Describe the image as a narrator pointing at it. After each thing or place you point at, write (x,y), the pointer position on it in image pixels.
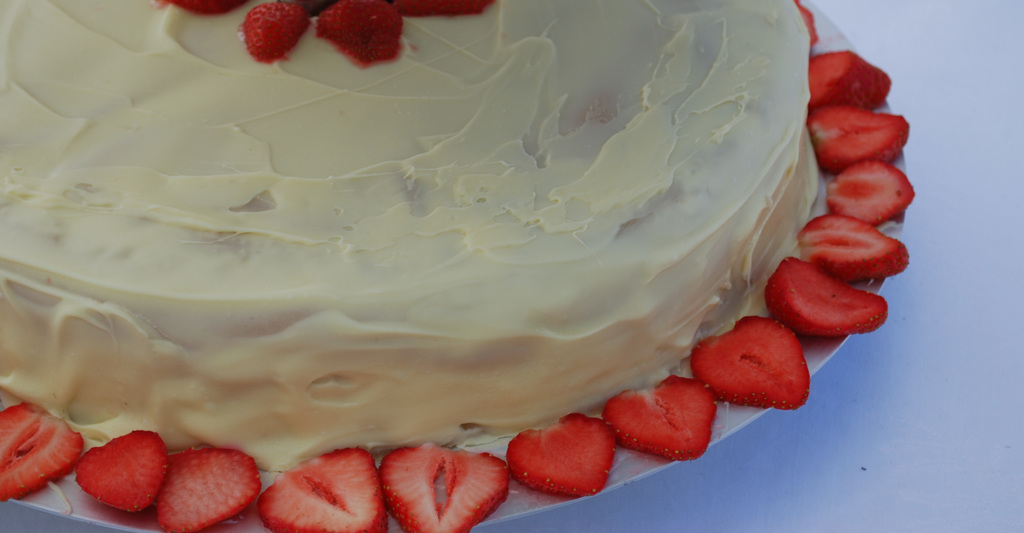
In this picture there is a cake (394,345) and there are strawberry slices (625,395) on the plate (622,449) and there are strawberry slices (373,36) on the cake (466,202). At the bottom (782,507) it might be table (852,438).
